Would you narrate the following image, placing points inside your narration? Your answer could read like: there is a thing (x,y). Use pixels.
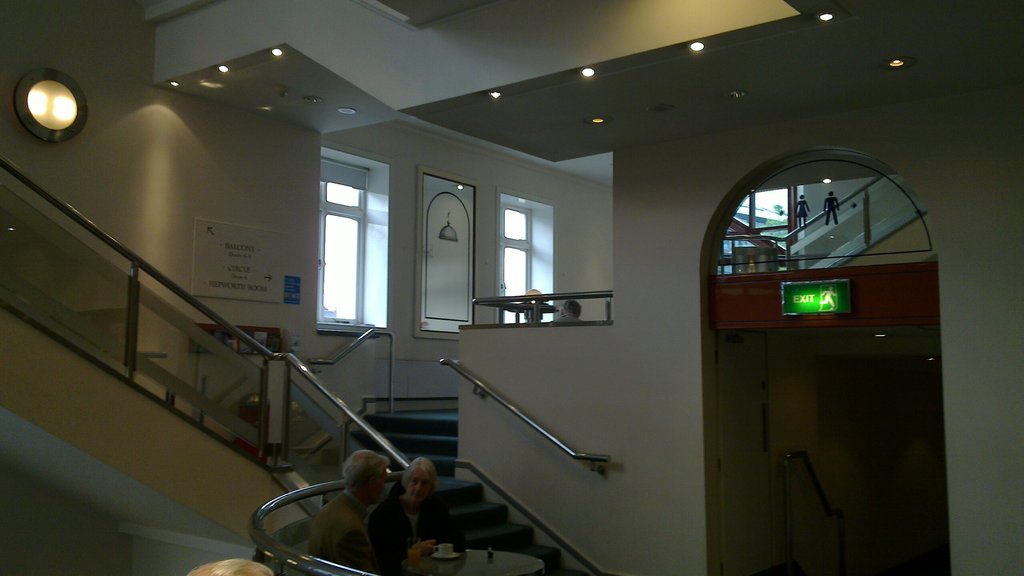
In this picture, there are two people (351,528) sitting, in front of these two people (356,539) we can see cup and saucer (445,555) on the table (457,562). We can see railing (301,367), rods (228,322), door (721,488) and board (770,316). In the background (539,211) we can see people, board (274,278) and frame (426,308) on the wall (682,299), glass windows (362,292), steps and lights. At the top (37,96) we can see lights (73,83). At the bottom of the image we can see person head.
